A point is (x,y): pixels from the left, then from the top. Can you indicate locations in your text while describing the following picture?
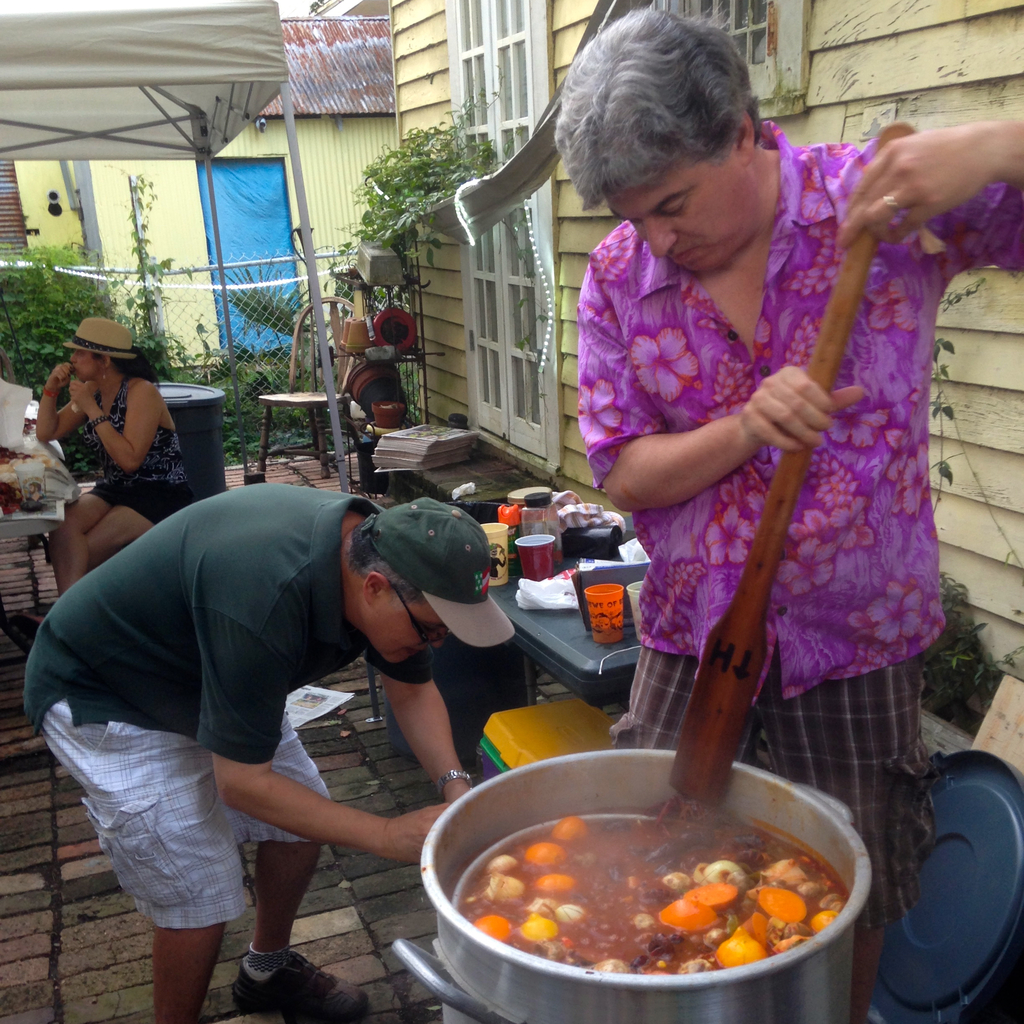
In this image I can see a person (820,437) wearing pink colored shirt (863,615) is standing and holding a stick (710,709) in his hand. I can see a container (605,1007) in front of him with a food item (679,896) in it. I can see another person (144,691) wearing green t shirt (216,684), white shorts (180,840) and green hat (454,556) is standing. In the background (154,499) I can see a woman (107,441) sitting on a chair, few cups (492,580), few bottles (537,517) and few other objects (606,572) on the desk (570,643), a house (536,472) which is cream in color, the white colored door (491,60), a white colored tent (96,41) and few other objects (268,232).
